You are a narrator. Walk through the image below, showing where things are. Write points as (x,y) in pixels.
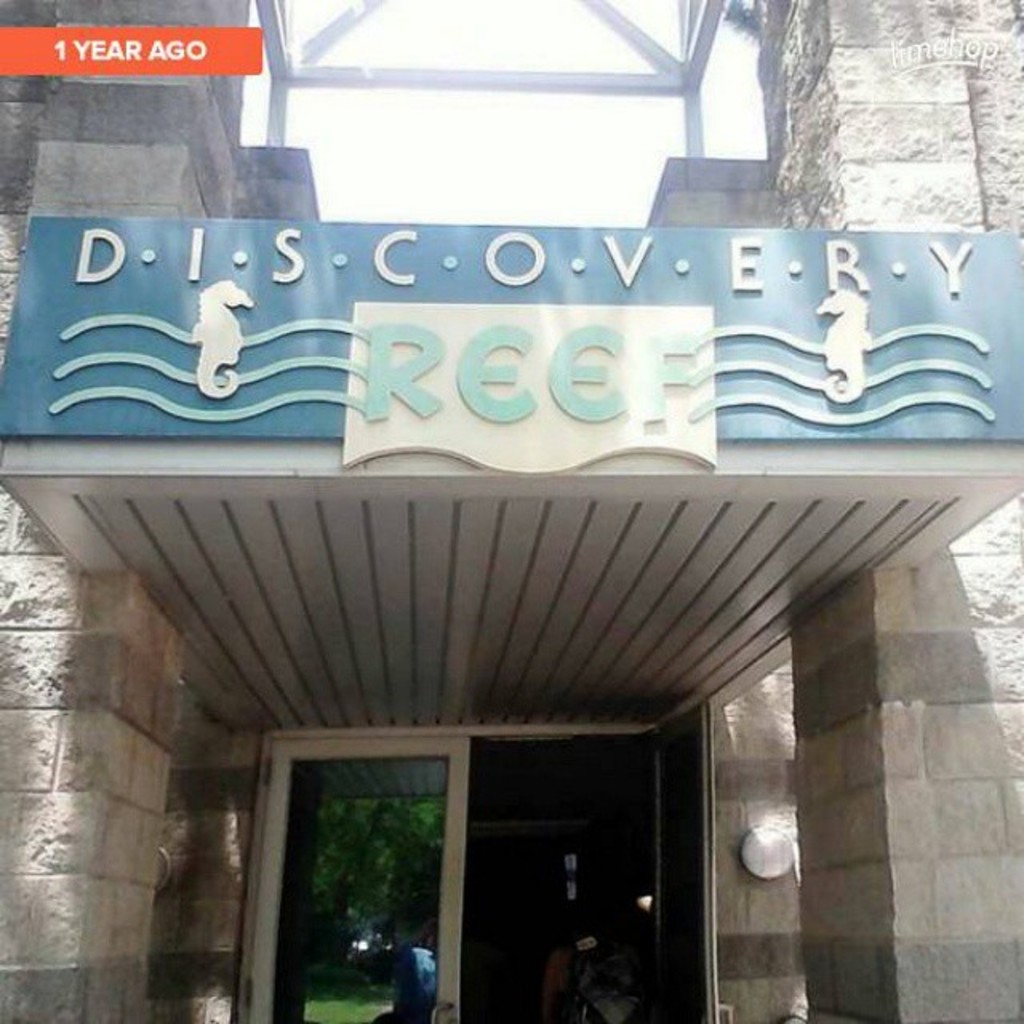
In this image there is a building (320,562) and a board (387,226) with some text (554,356) and images (906,332) hanging on the wall (7,243), inside the building (507,915) there are a few people (576,961).
